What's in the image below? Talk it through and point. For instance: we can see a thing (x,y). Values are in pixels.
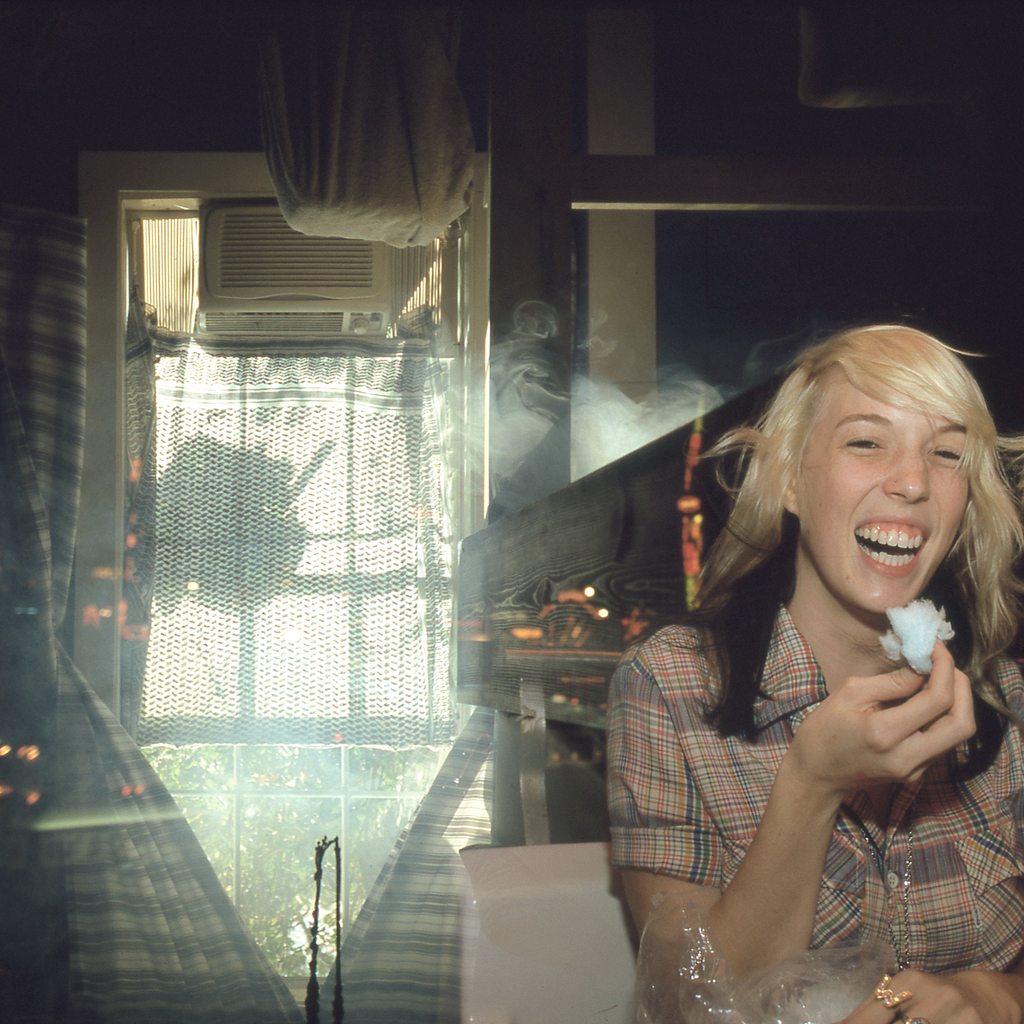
In this image I can see a woman (763,624) and I can see she is holding a white colour thing (922,664). I can also see smile (907,571) on her face (852,570). In the background (164,581) I can see curtains (70,444), a window (281,934), smoke (458,377) and a white colour cloth (376,202) over here.
